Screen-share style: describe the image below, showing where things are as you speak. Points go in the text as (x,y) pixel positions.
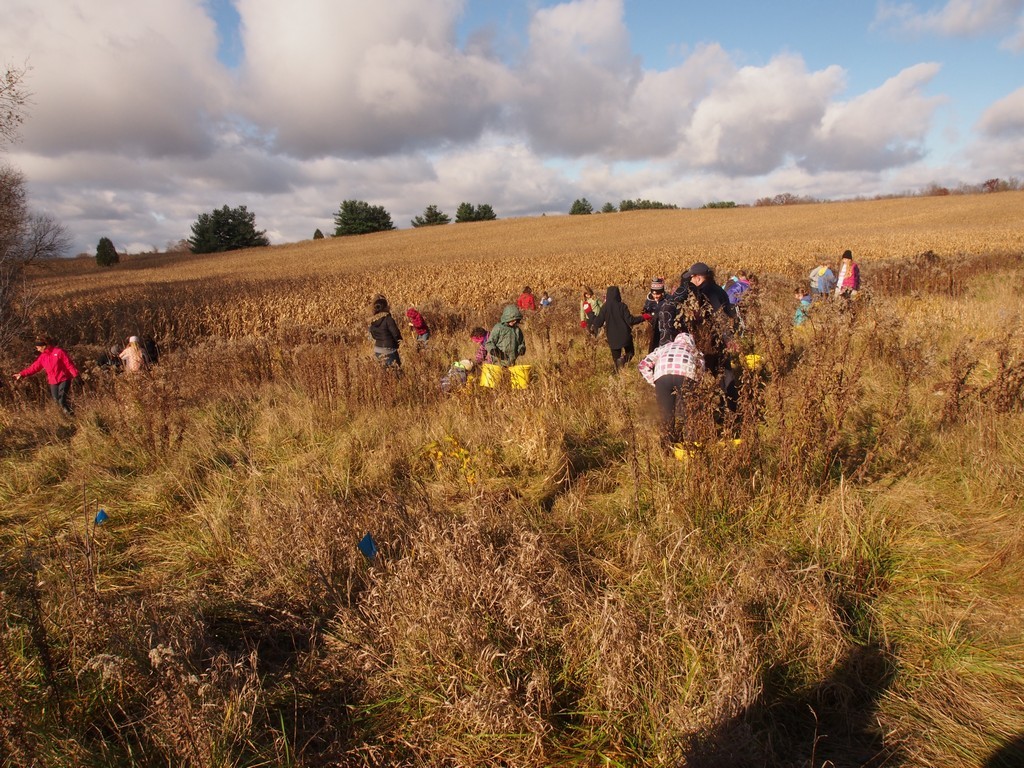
In this image we can see grass (433,443) and a few people (42,364) standing and in the background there are trees (362,219) and sky (447,98) with clouds (506,115).
